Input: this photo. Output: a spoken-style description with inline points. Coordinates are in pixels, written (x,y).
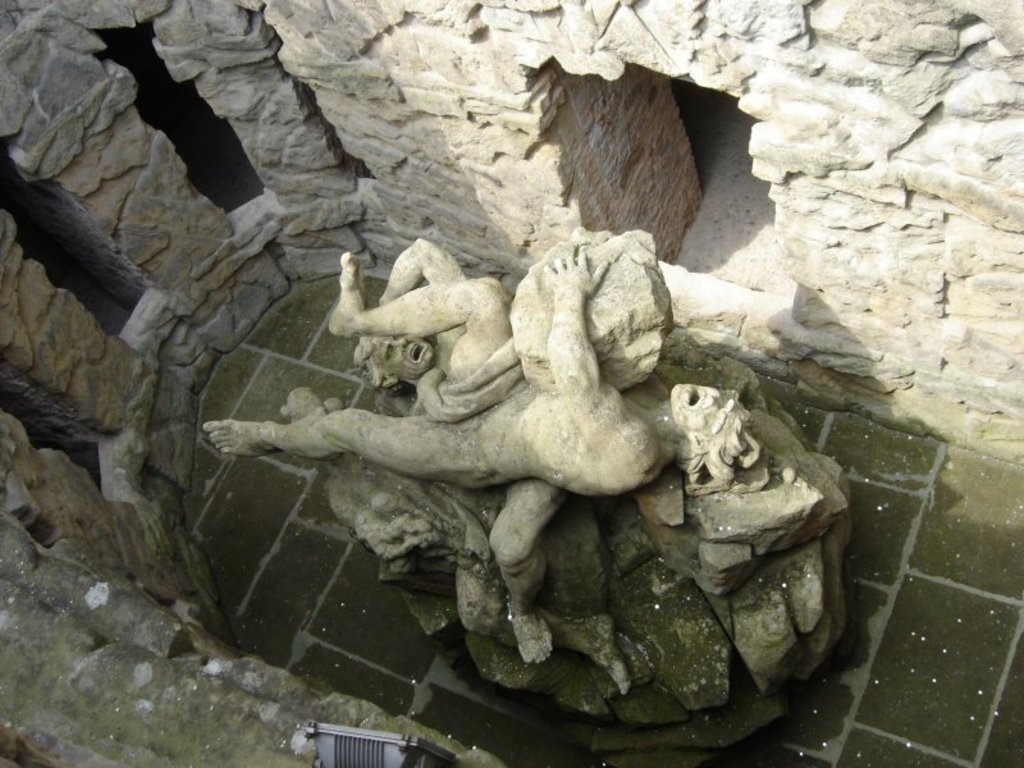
In this image I can see the statue (489,435) of two persons (494,433) and a rock (623,308) which is ash in color. I can see rock walls (821,290) around the statue (421,392) and I can see the black colored object (335,737).
